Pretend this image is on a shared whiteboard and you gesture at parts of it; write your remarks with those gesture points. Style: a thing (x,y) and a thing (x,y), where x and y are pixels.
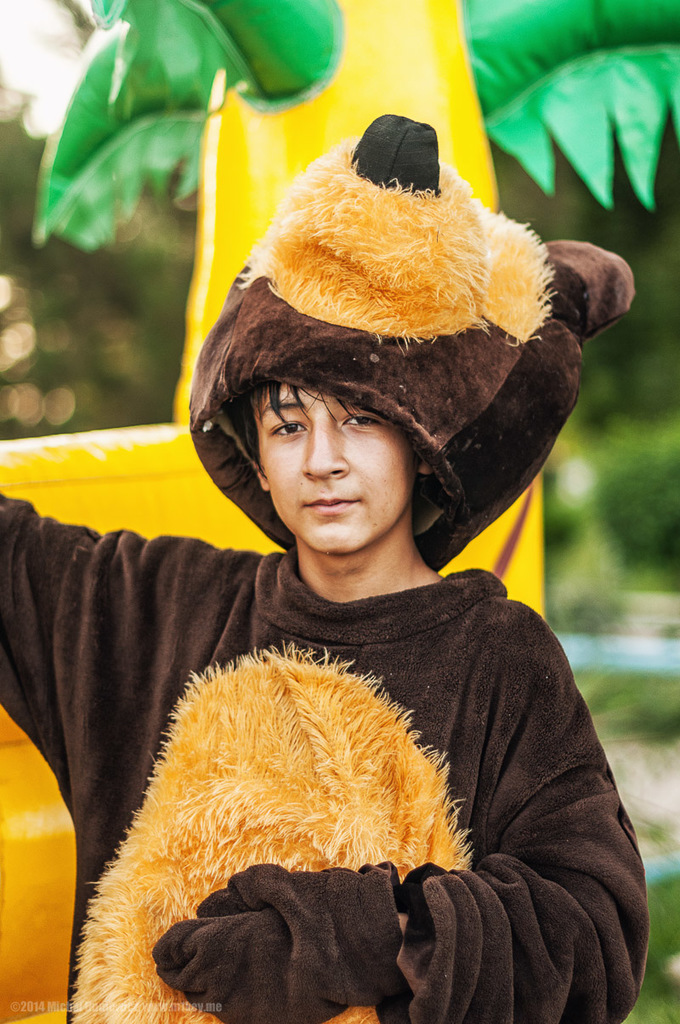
In this image we can see a person (299,601) wearing woolen cloth (337,629) of a teddy bear shape and at the background of the image (268,65) there is some toy (253,118) and trees (119,375).
